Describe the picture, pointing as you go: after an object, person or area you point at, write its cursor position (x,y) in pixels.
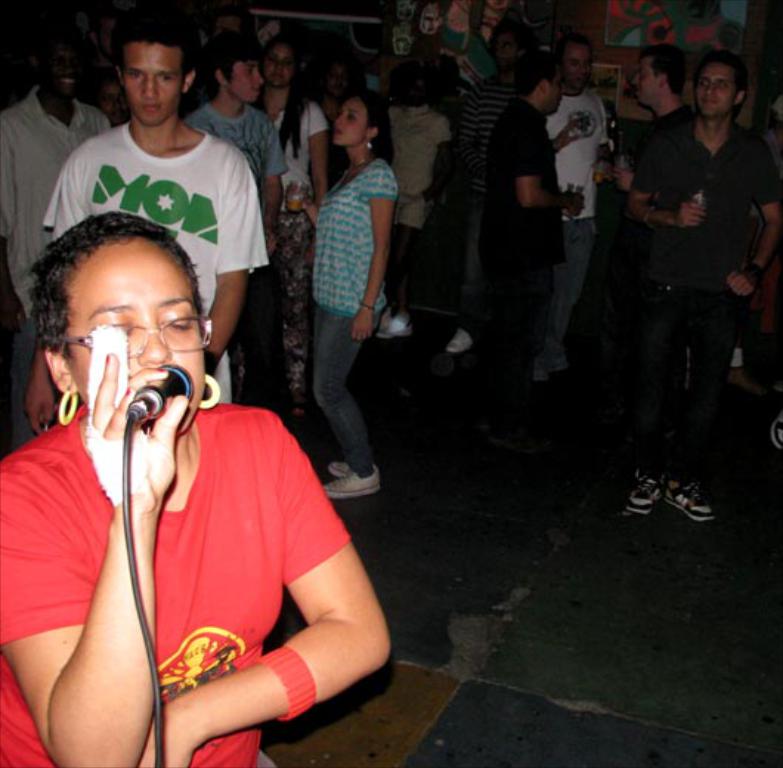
In the foreground of the image (52,270) there is a lady (16,643) wearing red color t-shirt (18,758) and a mic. In the background of the image (101,201) there are many persons (746,163). At the bottom of the image (518,563) there is floor (454,676).
